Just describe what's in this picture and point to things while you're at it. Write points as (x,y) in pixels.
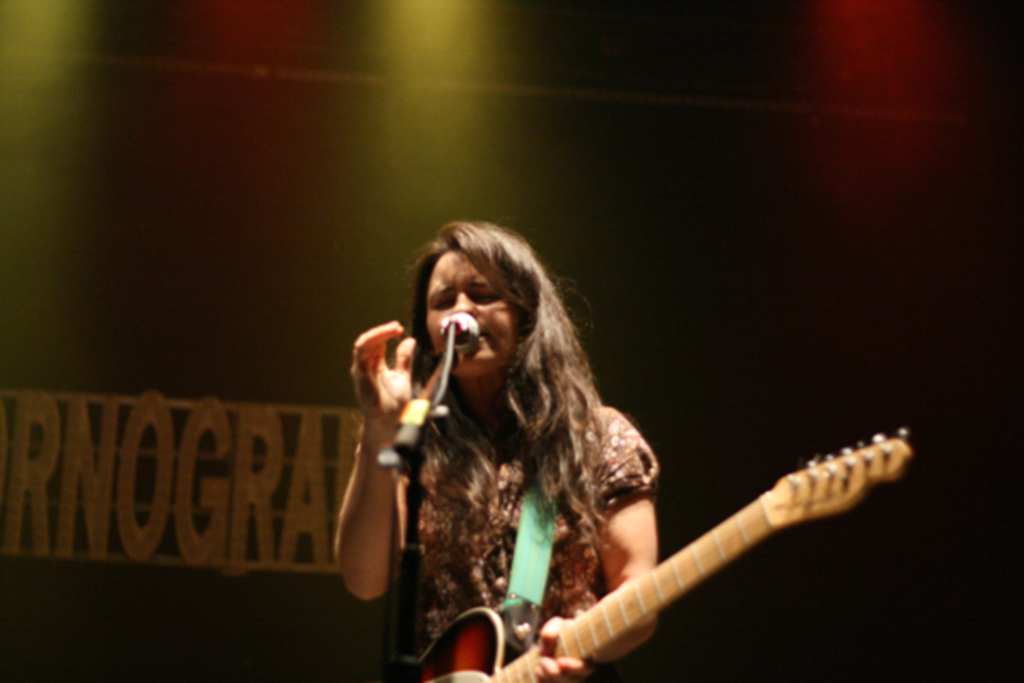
The picture consists of one woman (555,554) standing and holding a guitar (621,597) and singing in front of the microphone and behind her there is one text (239,441) written on the stage (233,335).
